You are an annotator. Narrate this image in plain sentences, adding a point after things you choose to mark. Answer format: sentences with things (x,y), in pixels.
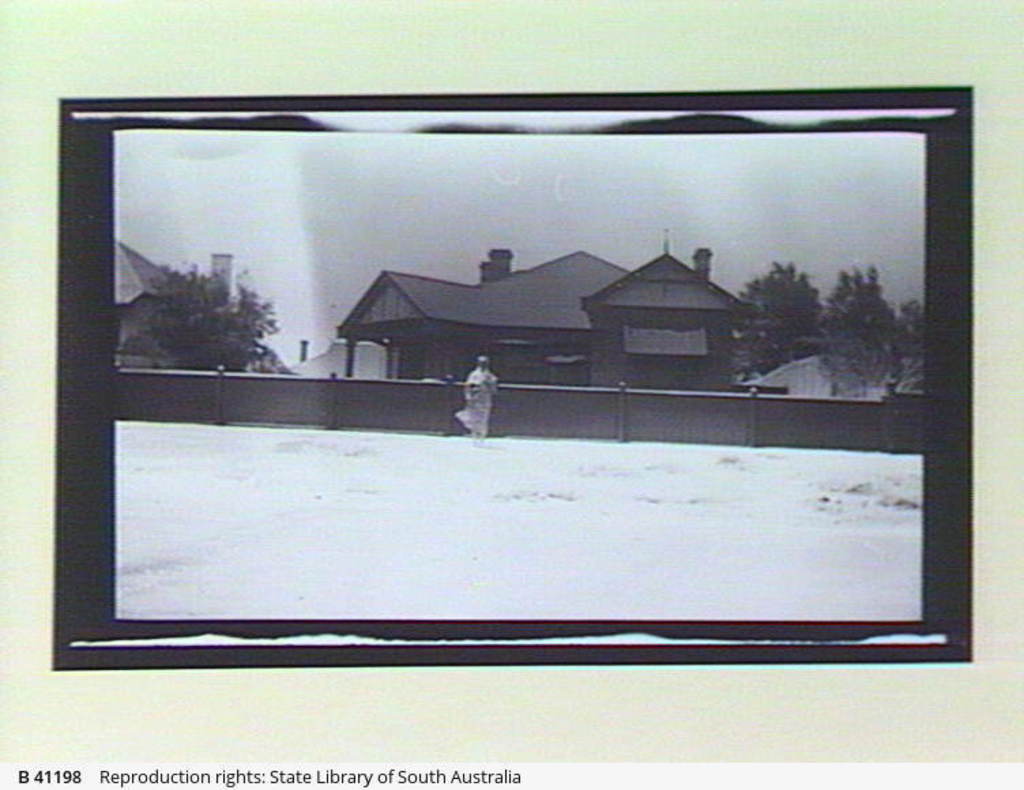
This is a black and white picture, in this picture there is a women (472,398), in the background (219,377) there is a wall (777,410) trees (794,341), houses (435,348), at the bottom (67,782) there is a text (177,782) written.
